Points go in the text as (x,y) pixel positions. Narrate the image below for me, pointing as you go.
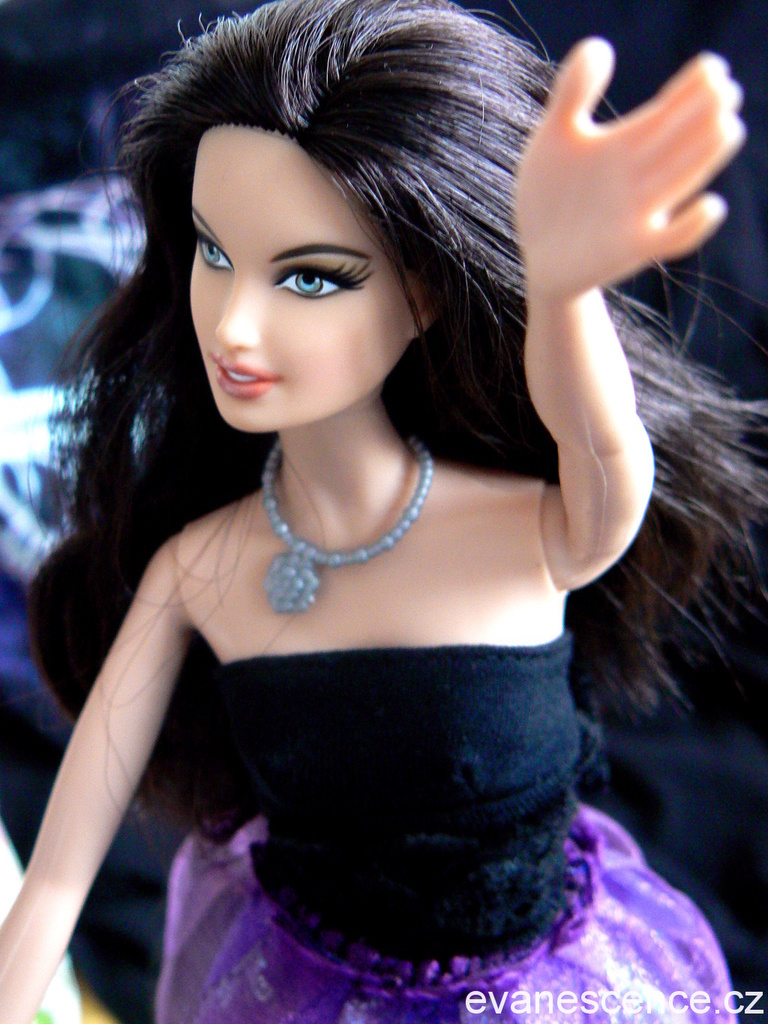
In this image I can see a barbie doll (308,329) wearing a purple color dress (499,892) facing towards the left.
